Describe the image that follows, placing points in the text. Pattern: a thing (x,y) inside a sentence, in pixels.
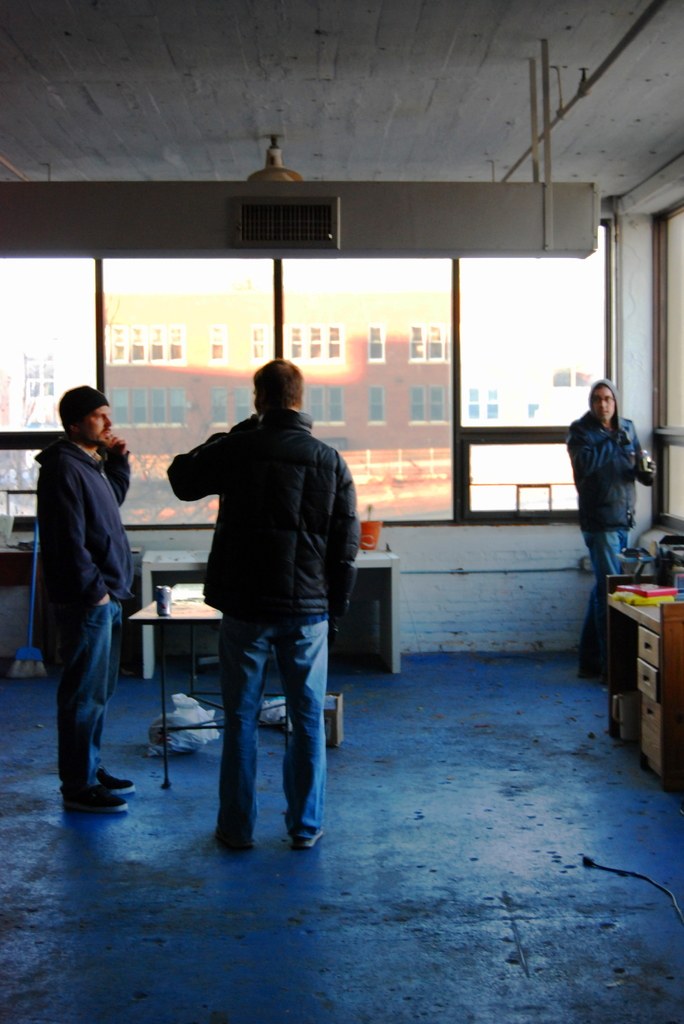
In this image on the left (77,623) there are two persons (67,601) standing and on the right middle (607,567) there is one person (595,614) standing. A roof top (314,91) is white in color on which lamp (280,166) is mounted. And a window (433,339) visible and floor (504,836) is blue in color. And a table (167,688) on which can (167,611) is kept. In the middle (438,342) a building (239,301) is visible. This image is taken inside a room (185,783).
